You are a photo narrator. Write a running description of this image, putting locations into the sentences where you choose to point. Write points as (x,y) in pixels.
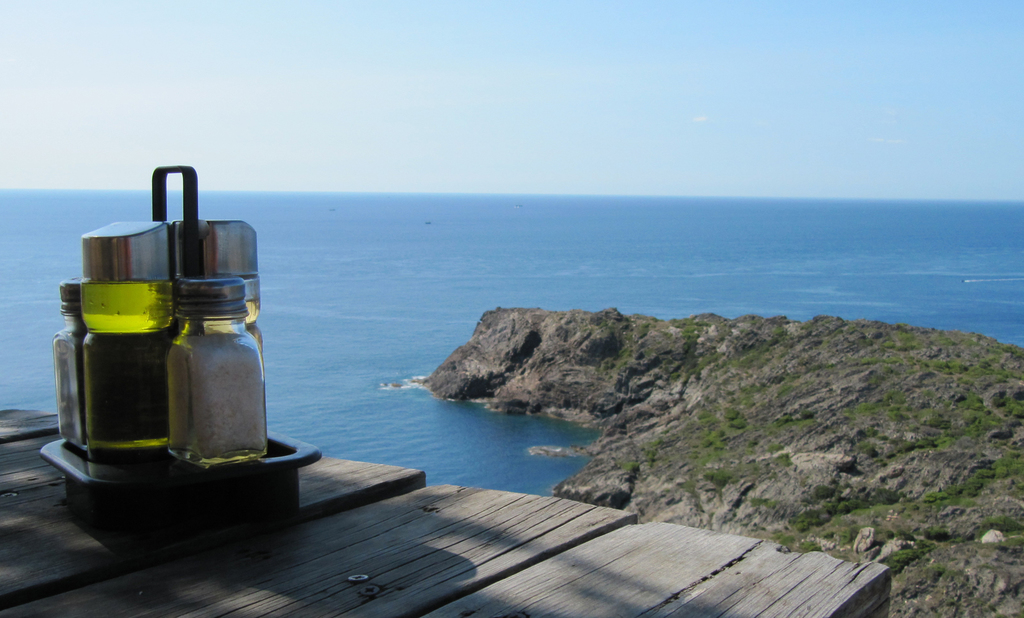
on the table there are some bottles (233,363) present on it there is a sea (659,277) near to it we can see clear sky (506,91).
